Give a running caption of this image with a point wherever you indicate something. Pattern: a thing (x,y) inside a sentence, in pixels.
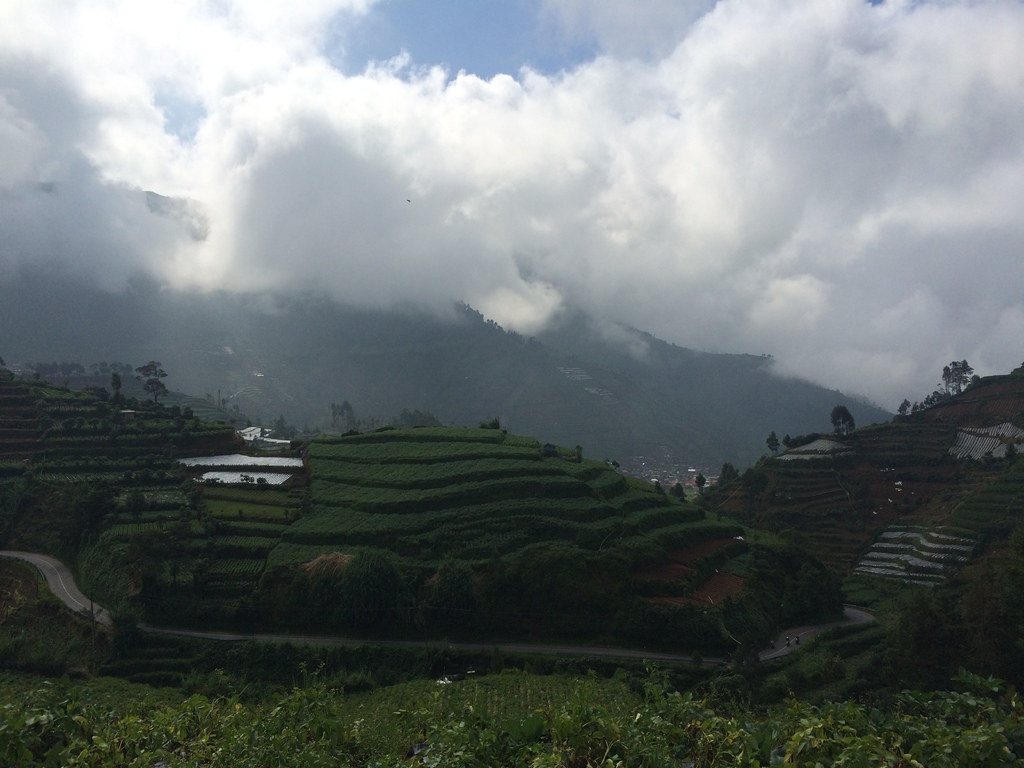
We can see plants (680,720) and grass (415,560). Background we can see trees (925,411) and sky (863,375) is cloudy.
